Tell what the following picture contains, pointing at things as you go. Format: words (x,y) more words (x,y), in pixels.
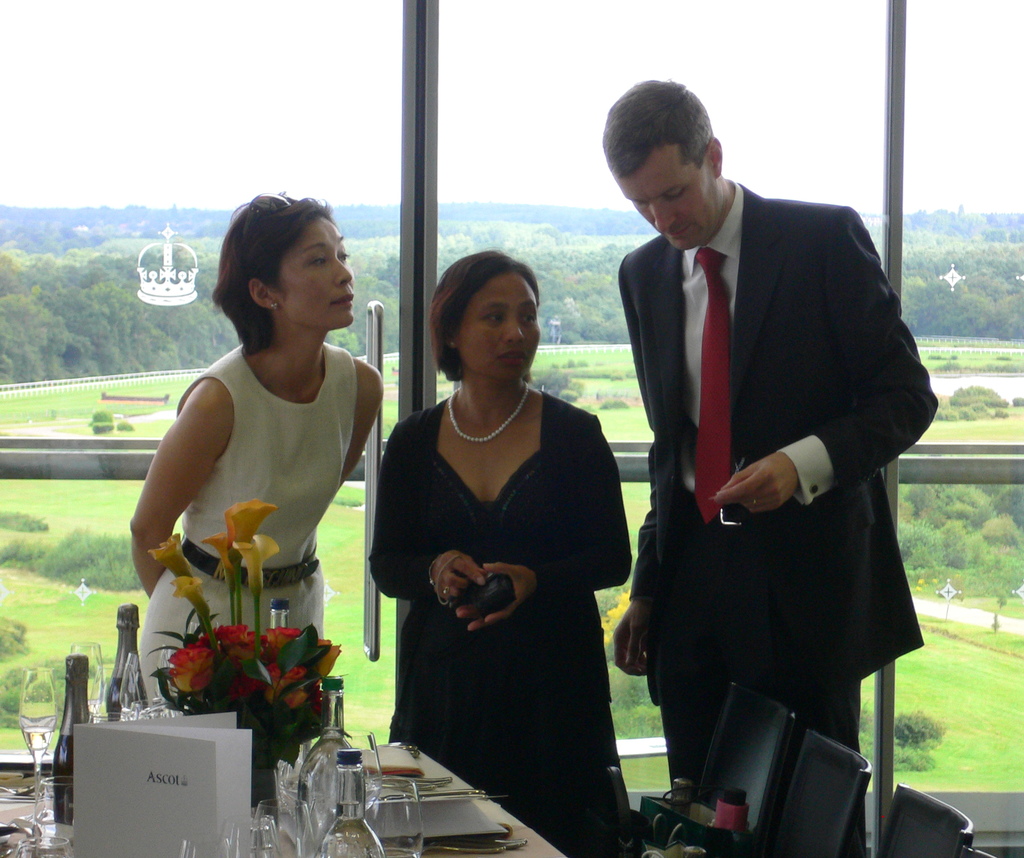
This picture shows three people (723,321) standing and we see a man (781,465) and two women (548,800) and few Bottles (311,815) and glasses (66,839) and a flower vase (249,678) on the table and we see few chairs (785,813) around.
